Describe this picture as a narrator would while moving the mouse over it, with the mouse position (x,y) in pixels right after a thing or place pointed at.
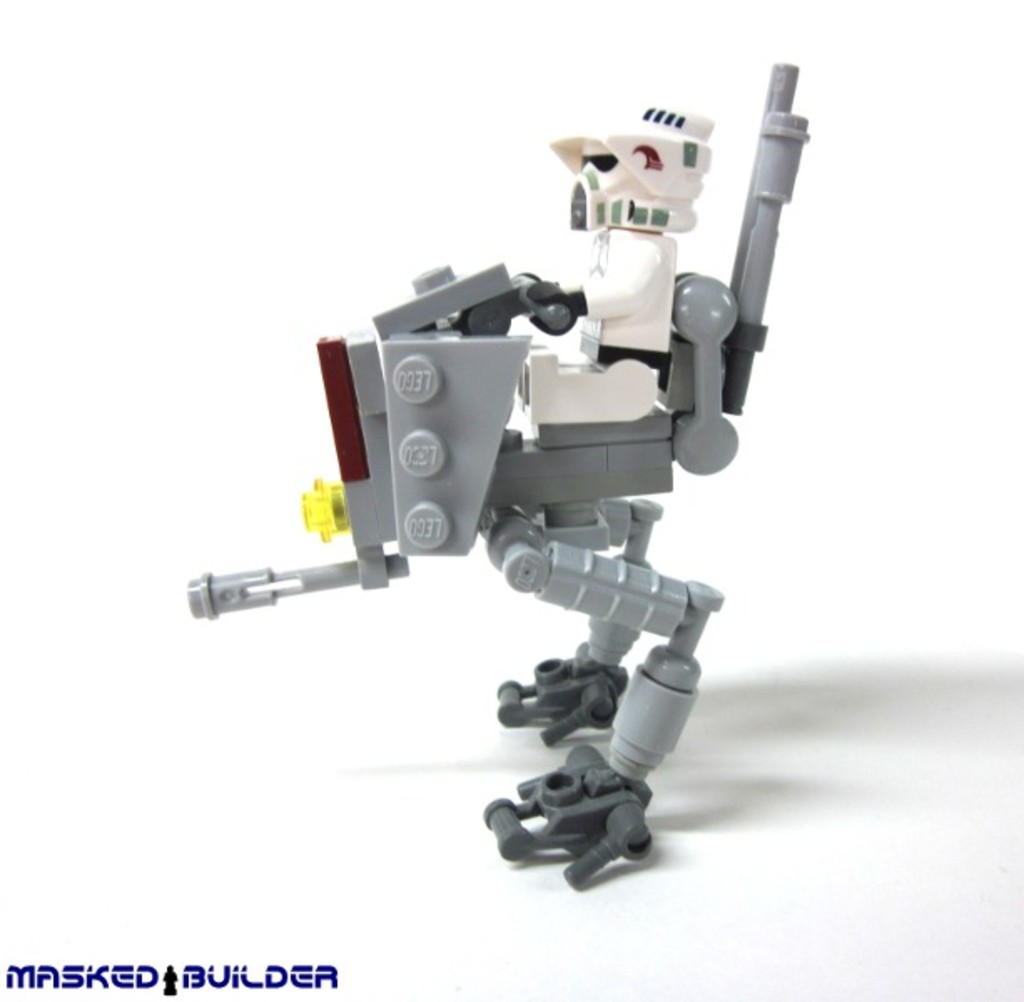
In this image we can see a toy (705,402). There is some text (208,980) written at the bottom of the image (212,975).
